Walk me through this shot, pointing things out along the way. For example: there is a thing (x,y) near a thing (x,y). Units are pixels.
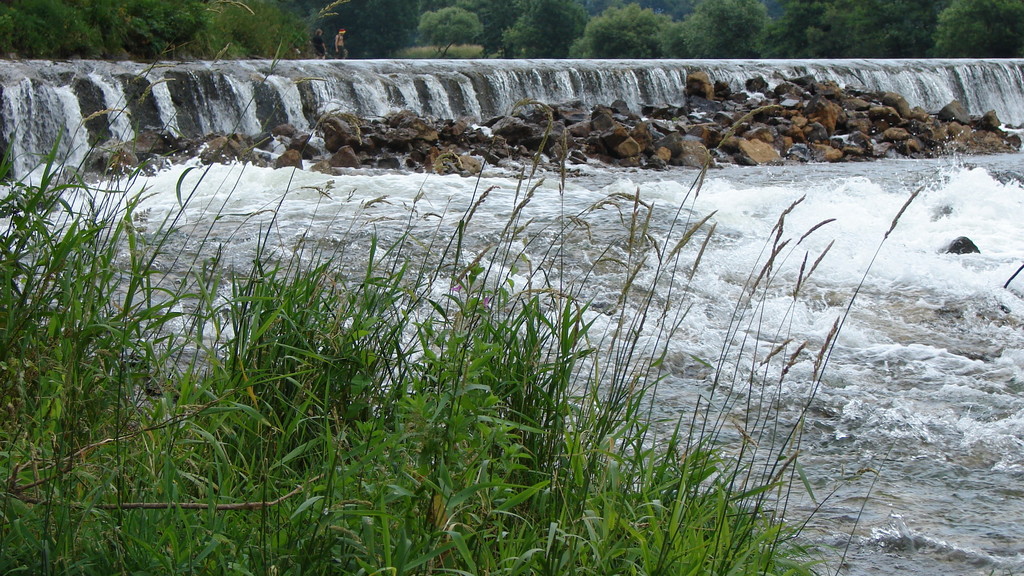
In this picture I can see grass (629,283), there are rocks (695,165), there is a waterfall (225,82), and in the background (498,32) there are trees (807,24).
